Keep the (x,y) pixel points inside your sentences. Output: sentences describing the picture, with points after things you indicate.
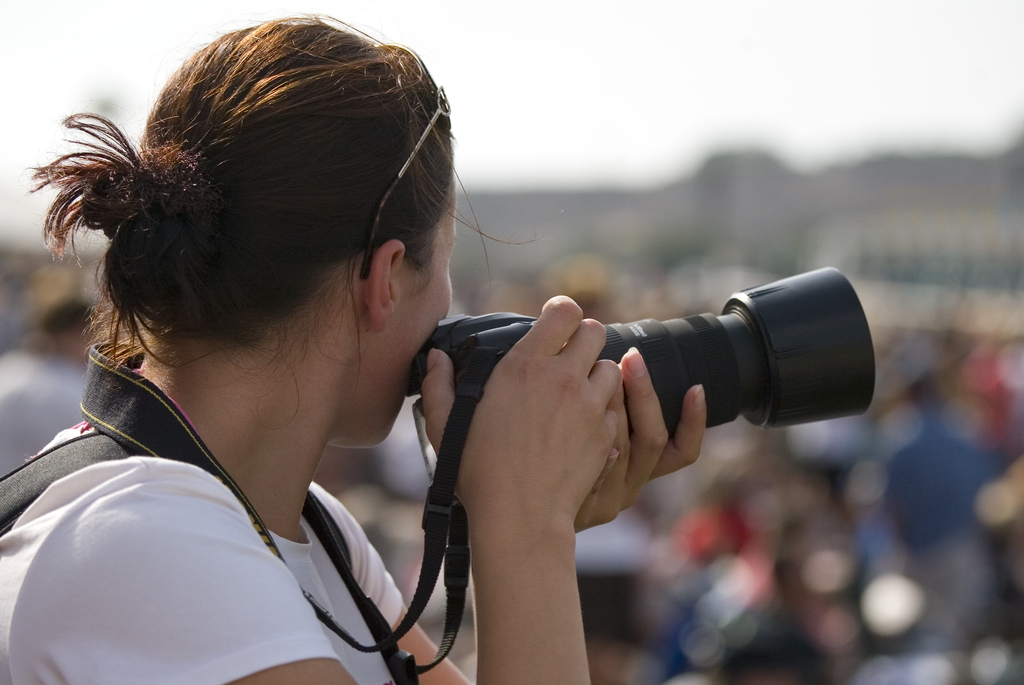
This image is taken outdoors. In this image the background (54,368) is a little blurred. There are a few people (775,467). At the top of the image (627,62) there is the sky (44,106). On the left side of the image (236,393) there is a woman (210,495) and she is holding a camera (818,357) in her hands (530,412).
